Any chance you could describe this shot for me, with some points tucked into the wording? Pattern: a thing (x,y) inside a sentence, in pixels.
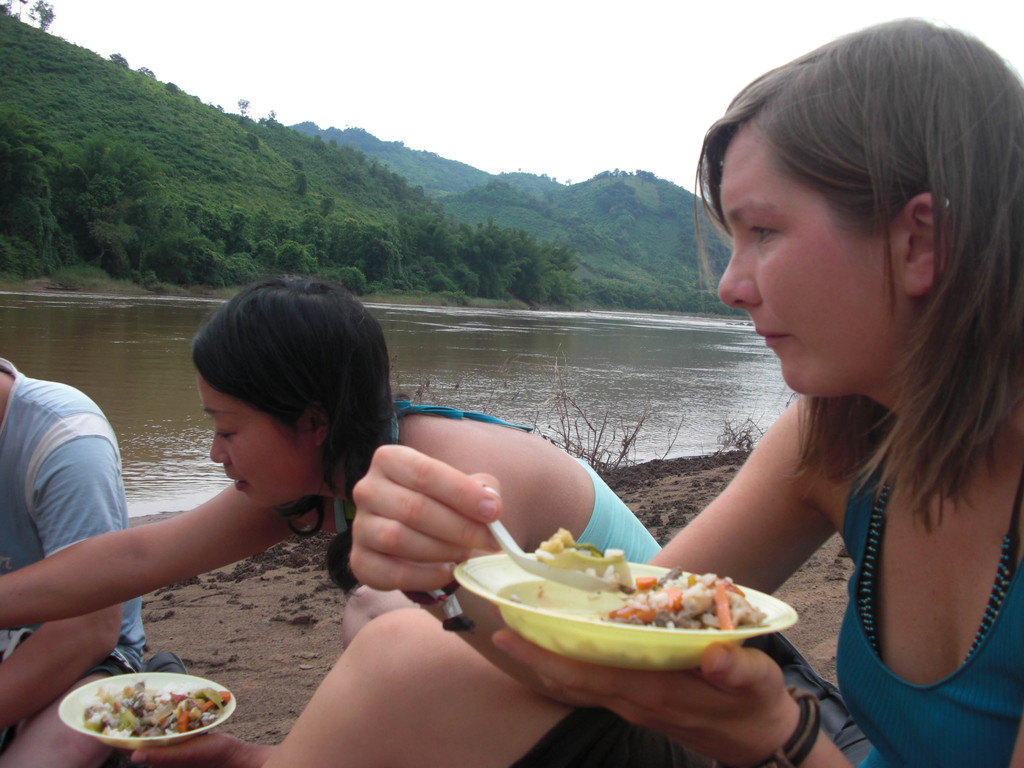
In this picture I can see three persons (764,116) sitting, there are two persons (779,529) holding plates (680,592), there is water (747,369), there are trees (431,202), hills (58,80), and in the background (522,108) there is the sky (623,72).
